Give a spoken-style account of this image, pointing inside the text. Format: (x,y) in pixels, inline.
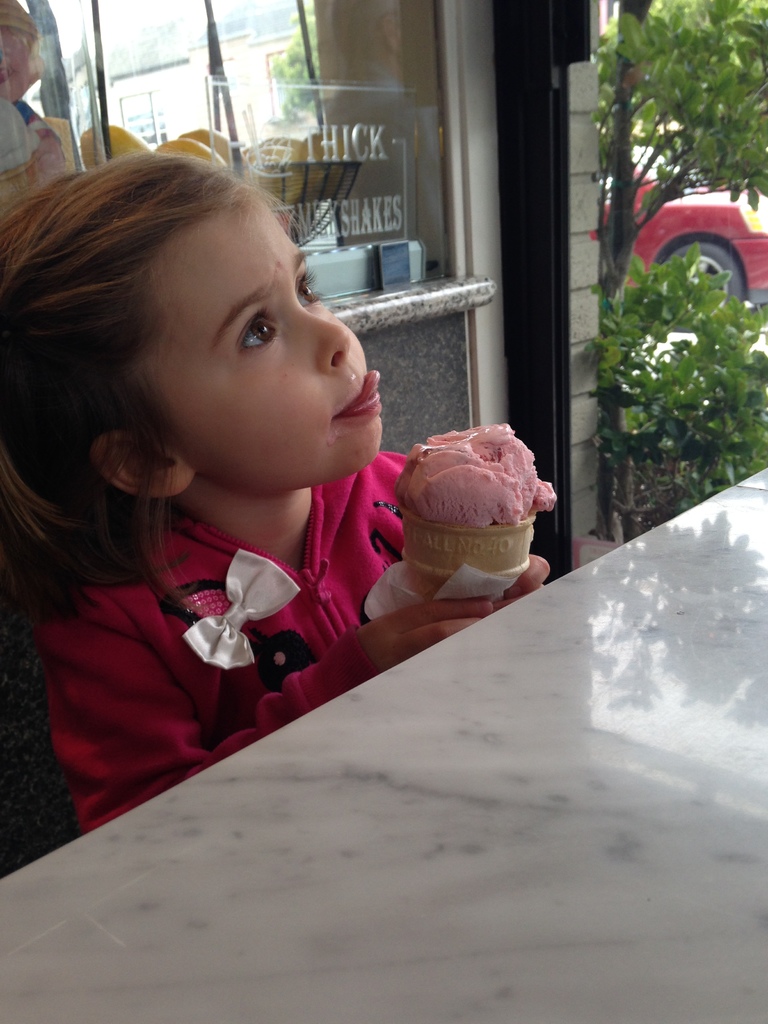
In this image I can see the child (224,634) with the dress (253,645) and holding an ice-cream (433,536). In the background (213,115) I can see few objects (363,96), plants (640,283), vehicle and the building (195,107).
